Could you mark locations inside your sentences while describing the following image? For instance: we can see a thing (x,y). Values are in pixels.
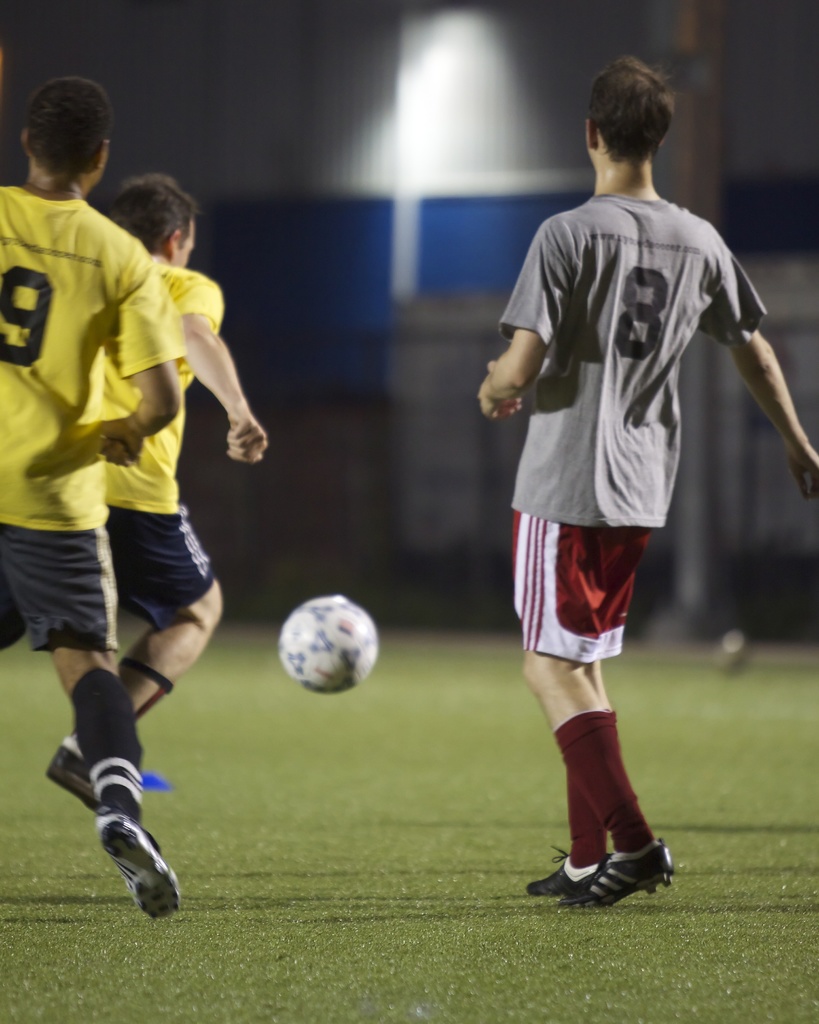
This picture we can see people (55,410) playing football. At the bottom (274,872) there is grass (237,875). In the background (347,132) there is a building (286,114) and light (406,111).
